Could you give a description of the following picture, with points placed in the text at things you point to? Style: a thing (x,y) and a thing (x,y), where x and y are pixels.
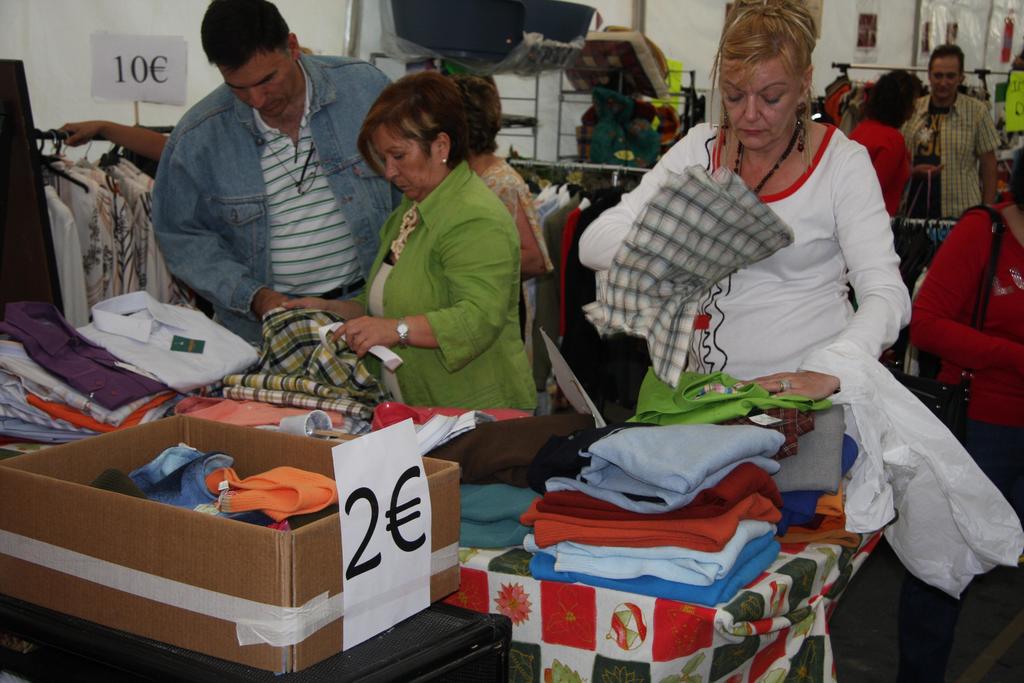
In this image there are cloths (454,409) on a table (836,583) and there are people (865,296) holding cloths (617,326) in their hands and few (966,195) are standing, in the background (549,171) there are cloths (584,176) hanged to poles (631,170).
